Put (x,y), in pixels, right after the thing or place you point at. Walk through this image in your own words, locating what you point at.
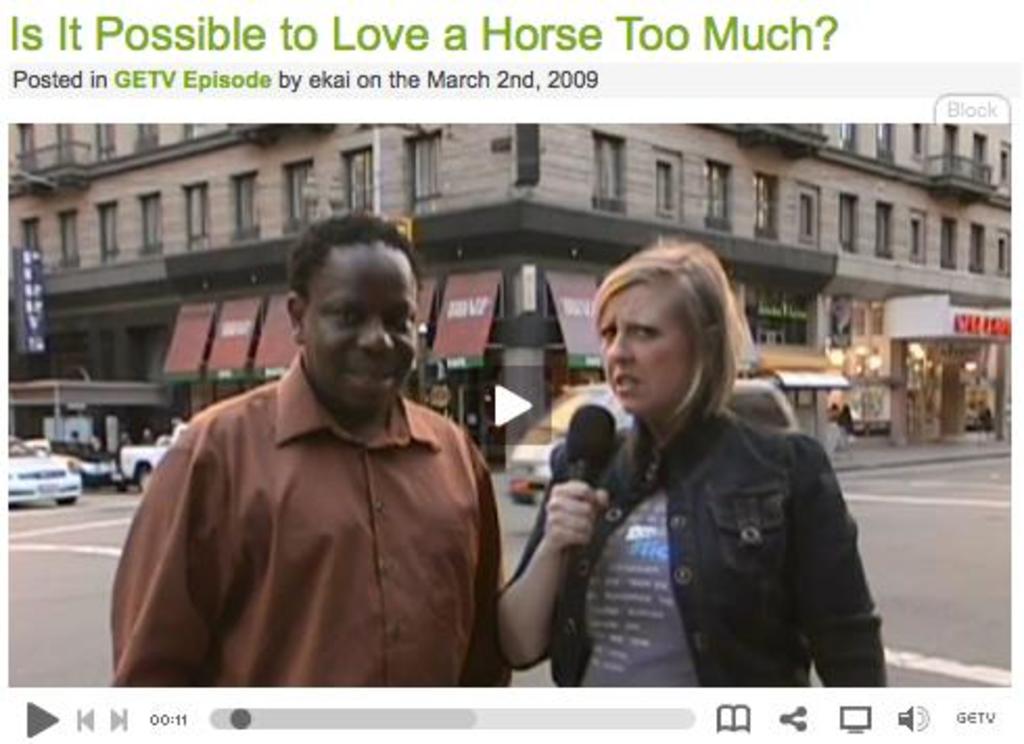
This image is a screenshot of a video. There are two people (643,311) standing in the foreground of the image (491,493). In the background of the image (128,232) there is a building (780,342) with stores (588,334). There are cars (82,446) on the road (915,536).
